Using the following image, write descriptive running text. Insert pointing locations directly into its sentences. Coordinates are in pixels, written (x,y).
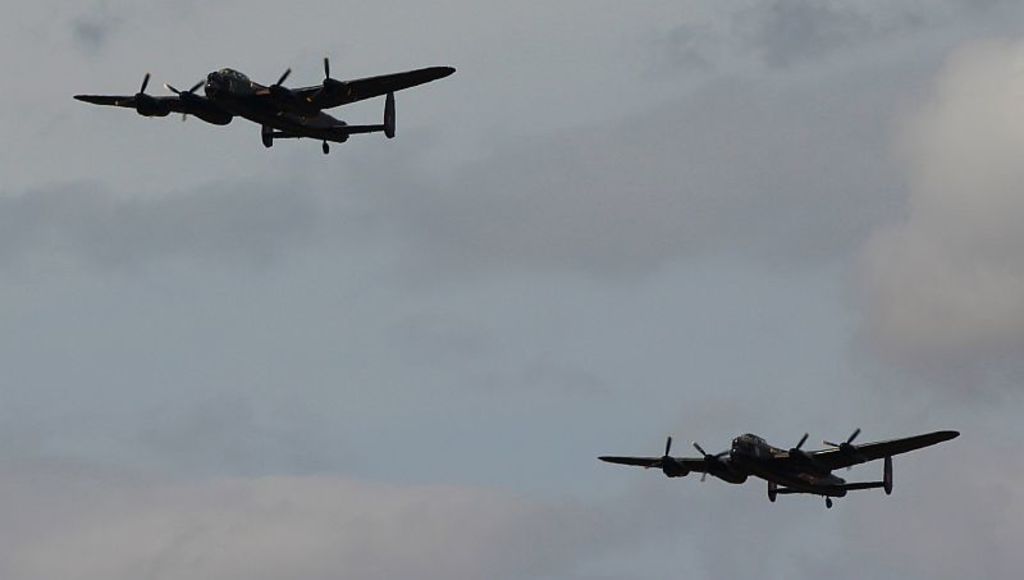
In this picture we can see two airplanes (220,90) and the cloudy sky (464,207) in the background (649,292).
